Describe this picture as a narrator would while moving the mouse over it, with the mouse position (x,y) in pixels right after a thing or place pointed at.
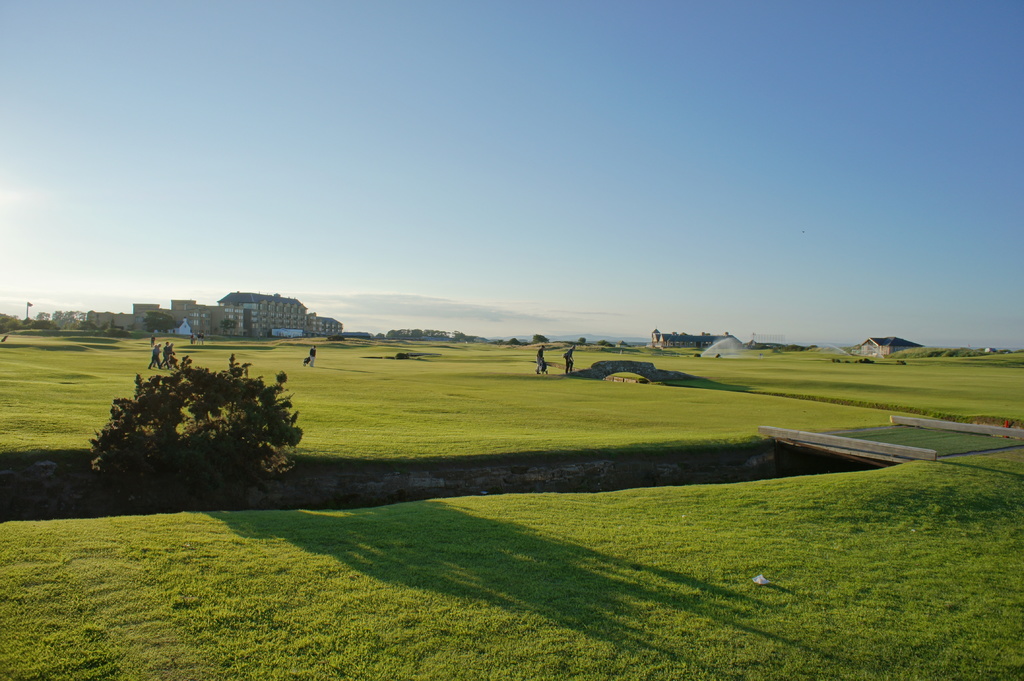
In this picture we can see people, grass (491,429) on the ground (483,439), here we can see buildings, trees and some objects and we can see sky (905,63) in the background (900,44).
